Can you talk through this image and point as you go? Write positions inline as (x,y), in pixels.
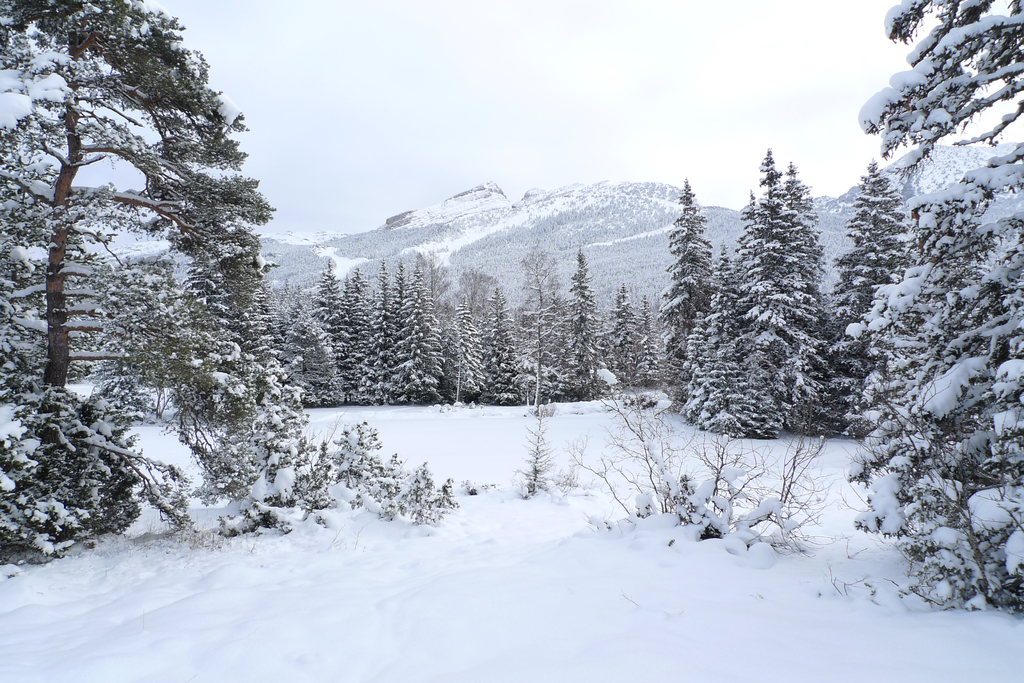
In this image there is a land (761,610) and trees (886,399) are covered with snow (179,441), in the background (310,283) there a mountain (512,270).
